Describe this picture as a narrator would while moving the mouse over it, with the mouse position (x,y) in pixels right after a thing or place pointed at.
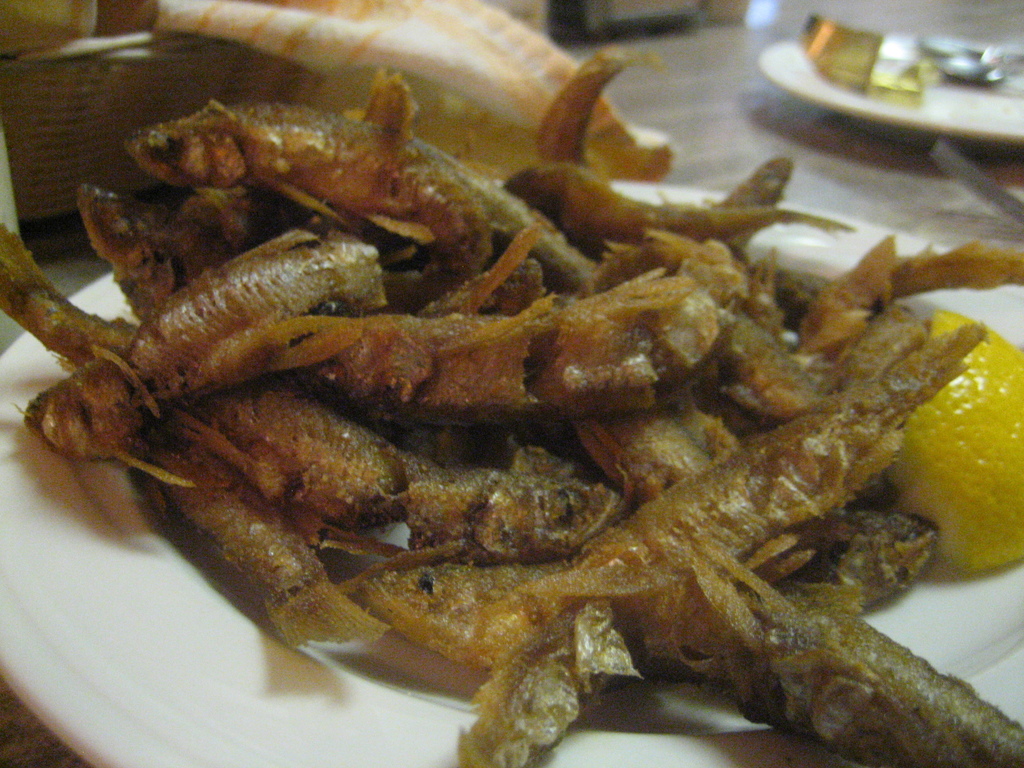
In this image there is a plate (234,633) on which there is some food stuff (484,388). On the right side (956,436) there is a lemon piece (946,434). In the background (222,79) there is a basket (187,62) in which there is a cloth (322,60). On the right side (977,105) top there is a plate (900,106) on which there are spoons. The plates (931,124) are kept on the table (847,166).
